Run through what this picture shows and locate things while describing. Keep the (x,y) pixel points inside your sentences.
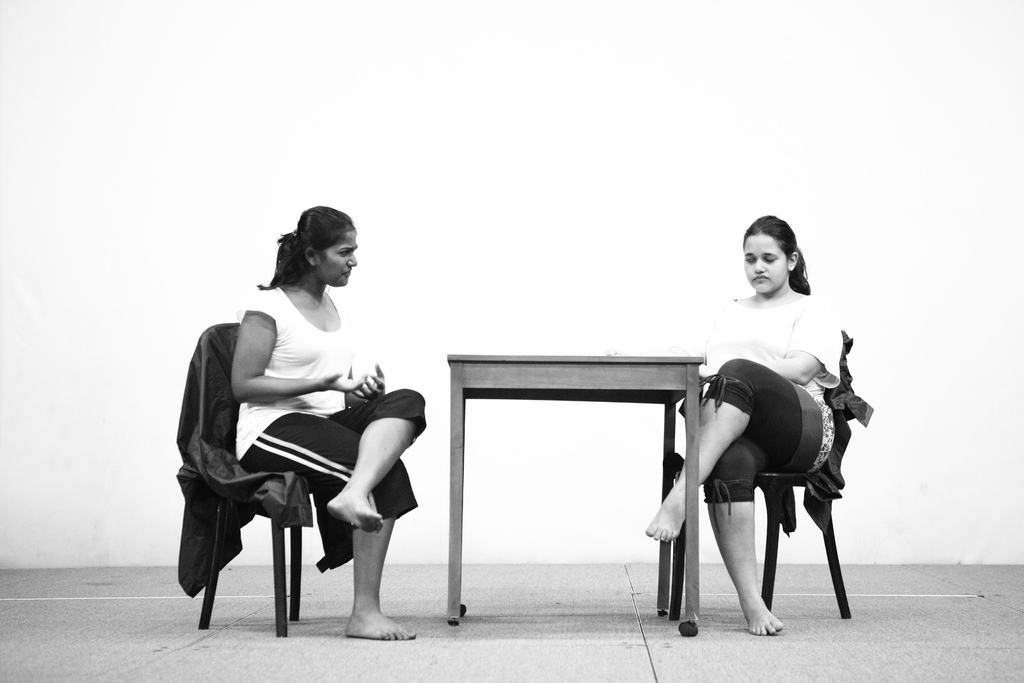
In this image, In the middle (671,400) there is a table (671,374) which is in grey color, There are some people (818,376) sitting on the chairs (828,481) which are in black color, In the background (507,202) there is a white color wall (486,128).
